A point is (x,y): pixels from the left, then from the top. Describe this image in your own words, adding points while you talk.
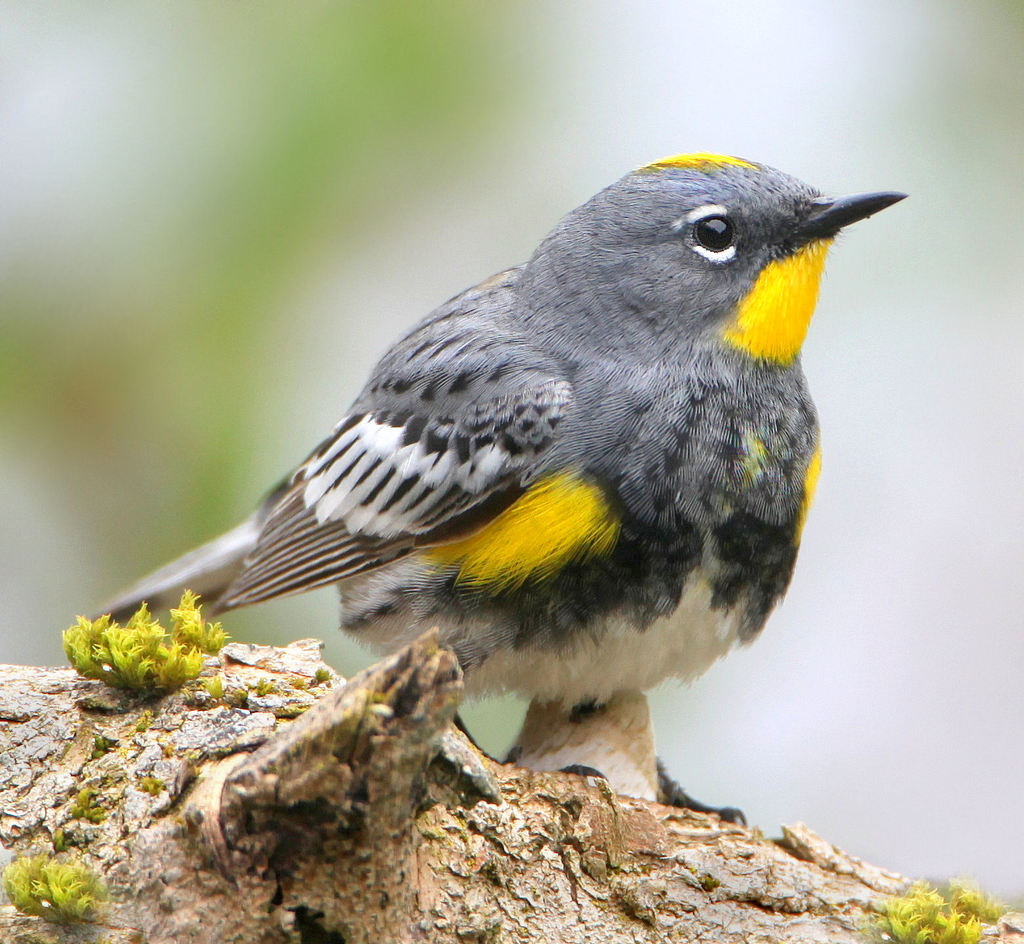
In this picture we can see a bird (541,563) on the branch (520,819). Behind the bird (530,416) there is the blurred background (67,422).
